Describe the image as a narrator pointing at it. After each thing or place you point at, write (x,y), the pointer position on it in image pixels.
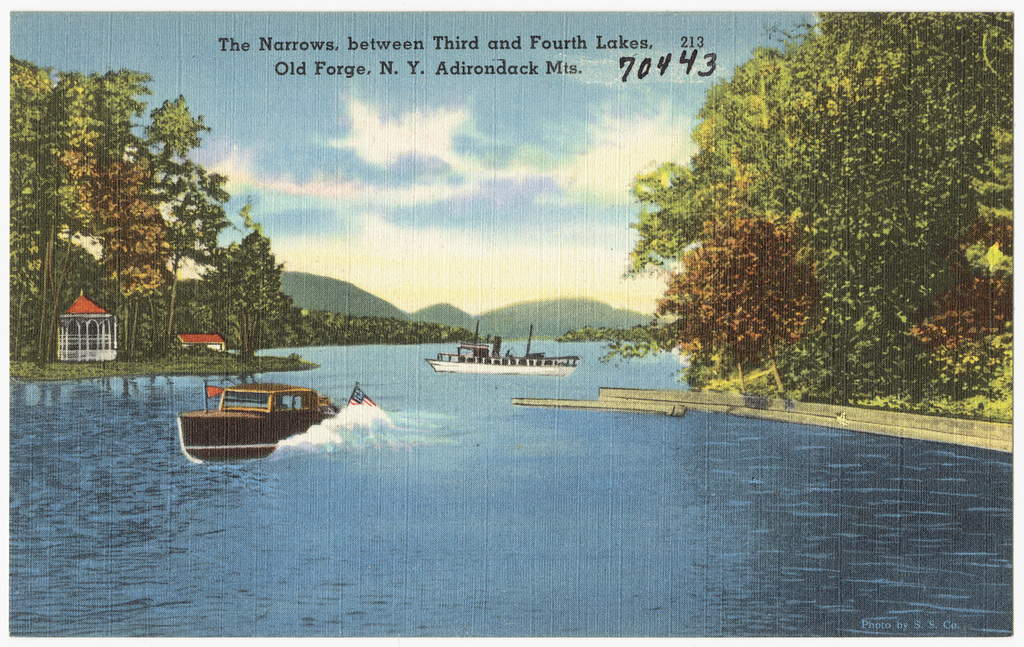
This looks like a poster. I can see two boats (479,362) moving on the water (452,434). These are the trees (765,214). I can see a small house (96,351). In the background (294,303), these are the hills (537,304). These are the letters (416,70) in the image.
